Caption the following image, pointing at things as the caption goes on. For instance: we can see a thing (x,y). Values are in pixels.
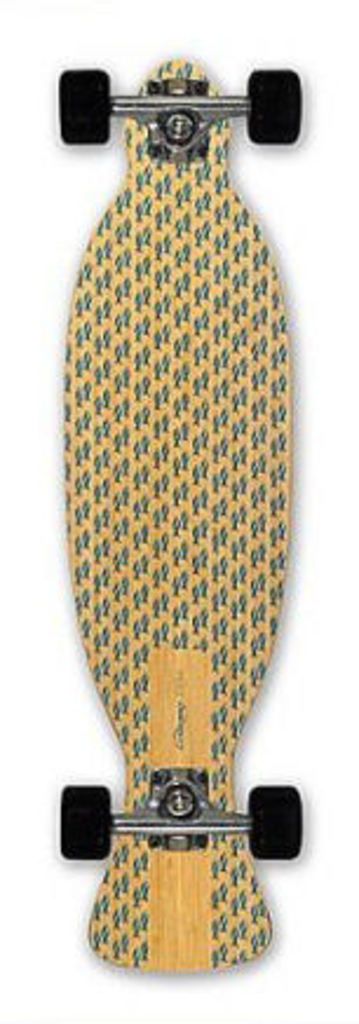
In this picture we can see skateboard (137,775). Here we can see black color wheels (260,98).
